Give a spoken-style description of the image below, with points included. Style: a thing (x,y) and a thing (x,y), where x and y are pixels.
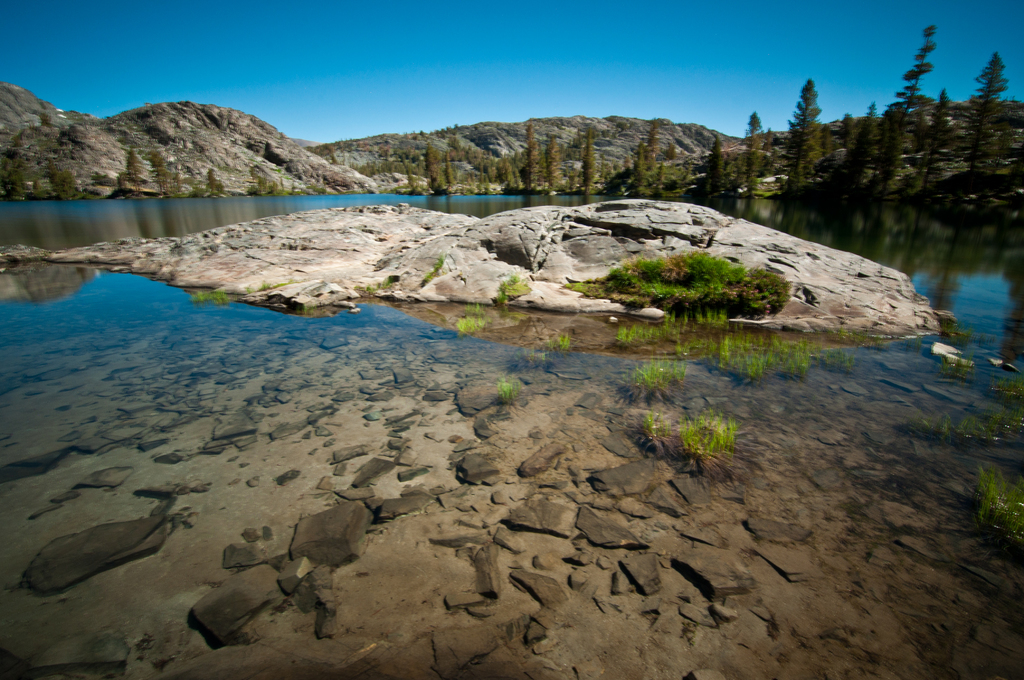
In this image I can see the hill (299,157), in front of hill (585,131) I can see trees (753,171) and the lake (149,232), rock (614,230) and I can see the sky (602,84) at the top (87,76) and some stones (546,452) and grass (777,358) visible on the lake (62,308).
